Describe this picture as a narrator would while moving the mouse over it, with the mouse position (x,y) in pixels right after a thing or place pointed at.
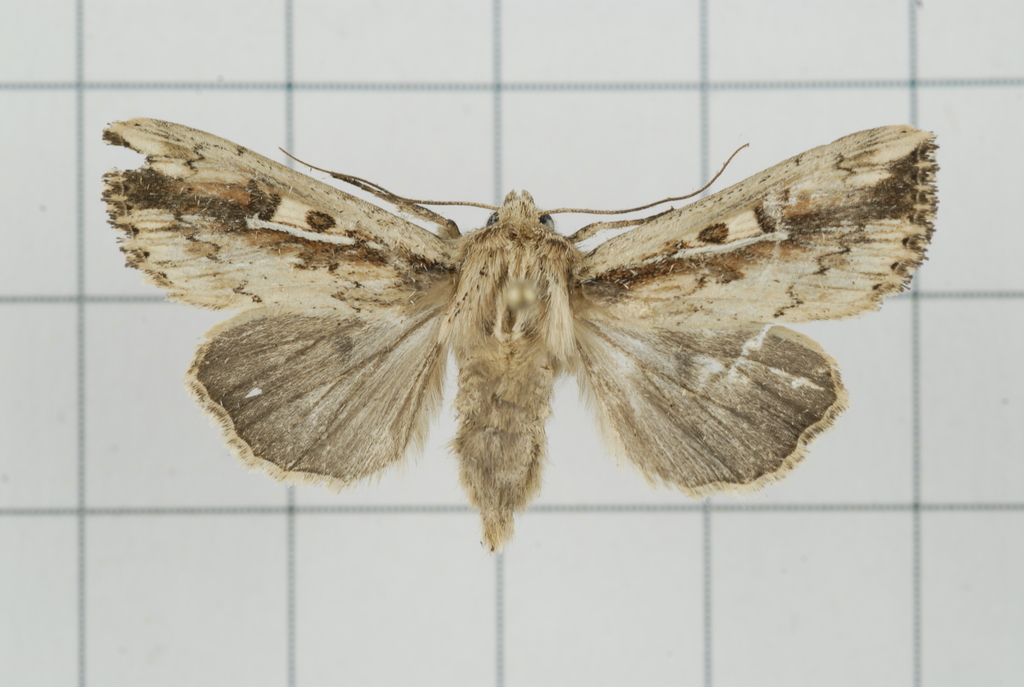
As we can see in the image there is a cream colour moth (516,331) and at the background (105,444) there are white colour tiles (70,126).
